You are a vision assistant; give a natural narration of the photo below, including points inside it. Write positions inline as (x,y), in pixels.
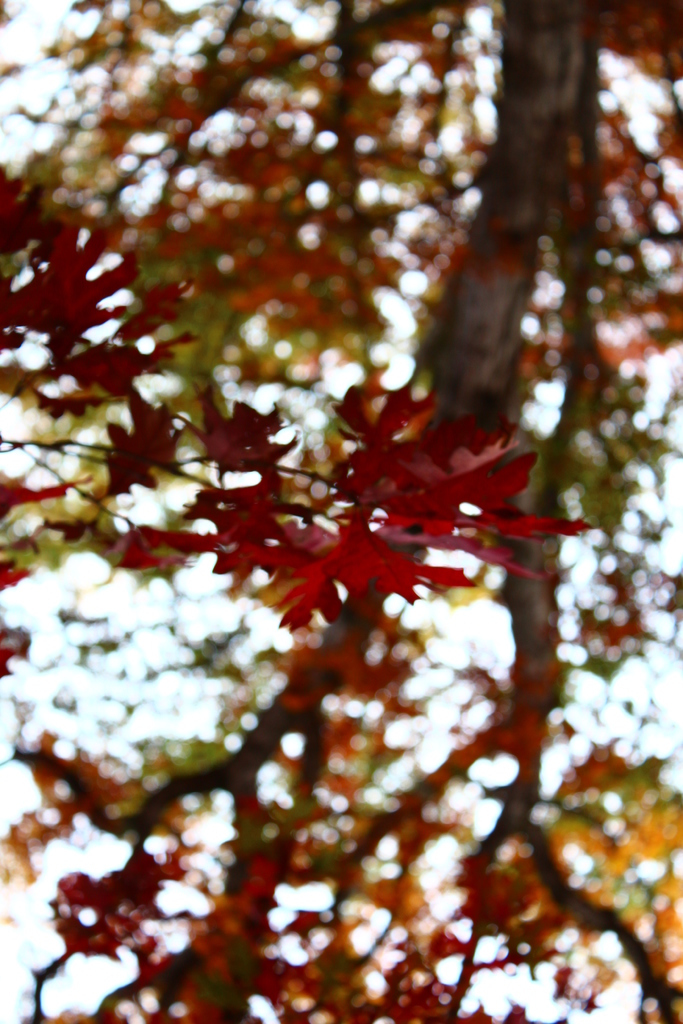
In this picture, it seems like a tree (197,285) in the foreground (276,454) and the sky (221,710) in the background (225,602).
